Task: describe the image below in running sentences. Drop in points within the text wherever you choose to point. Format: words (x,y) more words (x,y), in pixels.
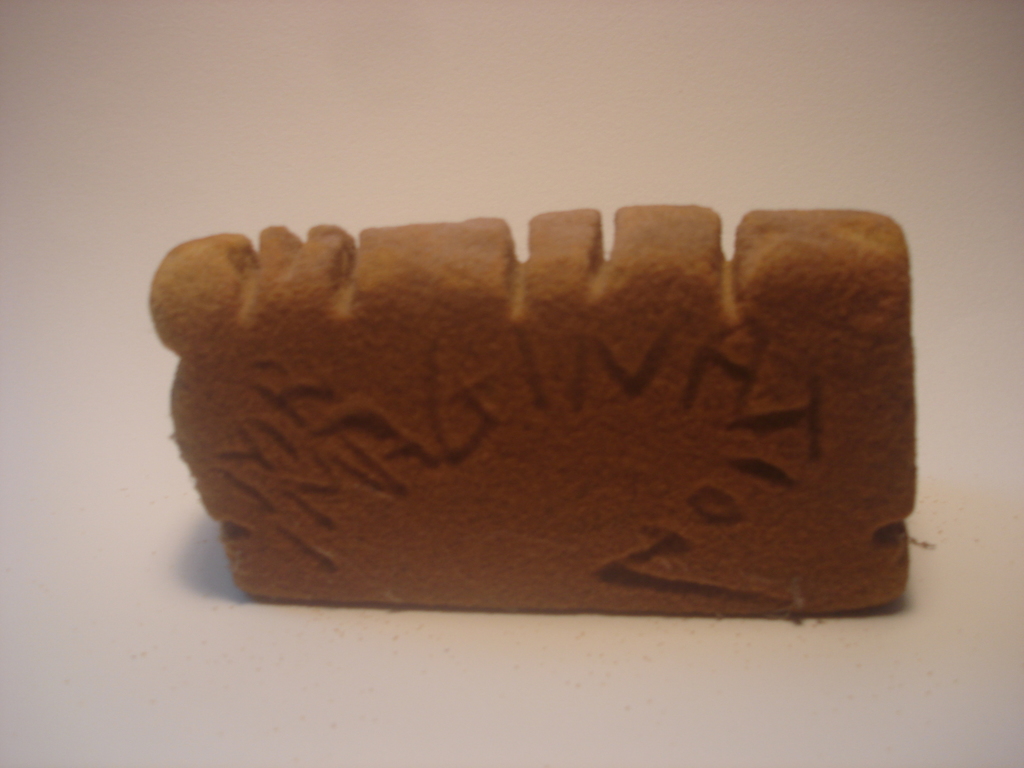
In this picture, we see an edible (624,296) or a toy (458,453). It is in brown color. In the background (269,82), it is white in color. It might be a white table (742,684).
